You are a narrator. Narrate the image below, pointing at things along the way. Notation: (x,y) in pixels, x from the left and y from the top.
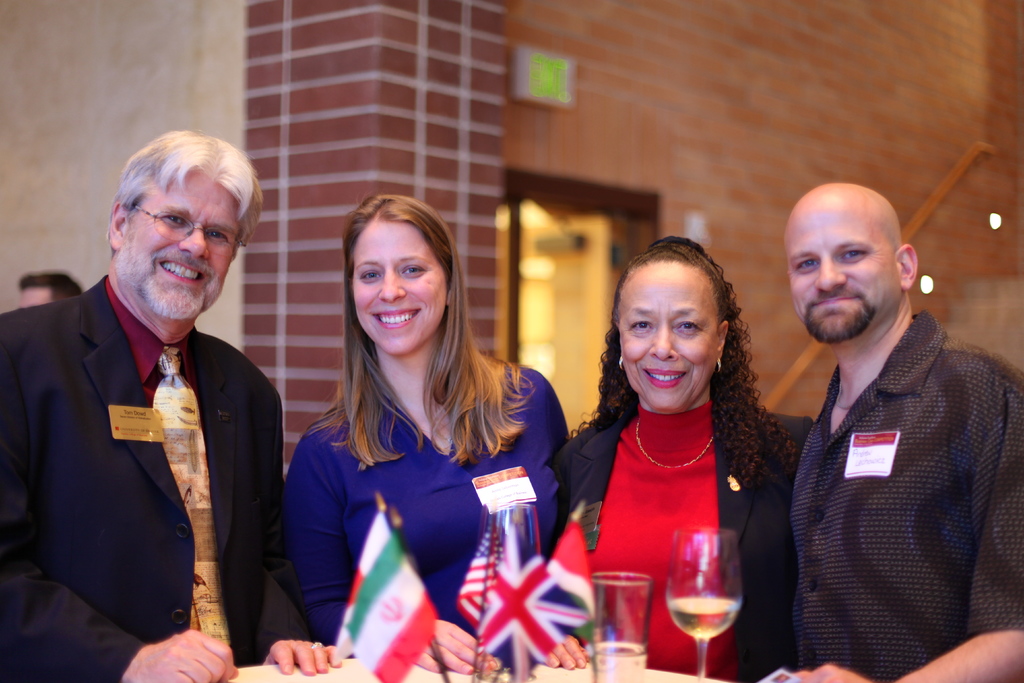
In the picture we can see four people (46,584), two men (920,366) and two women (668,656) are standing near the table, on the table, we can see some small flags (499,543) and some glasses (729,592) of wine (707,612) and in the background (57,181), we can see a wall (928,188) with a door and beside we can see a railing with steps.
